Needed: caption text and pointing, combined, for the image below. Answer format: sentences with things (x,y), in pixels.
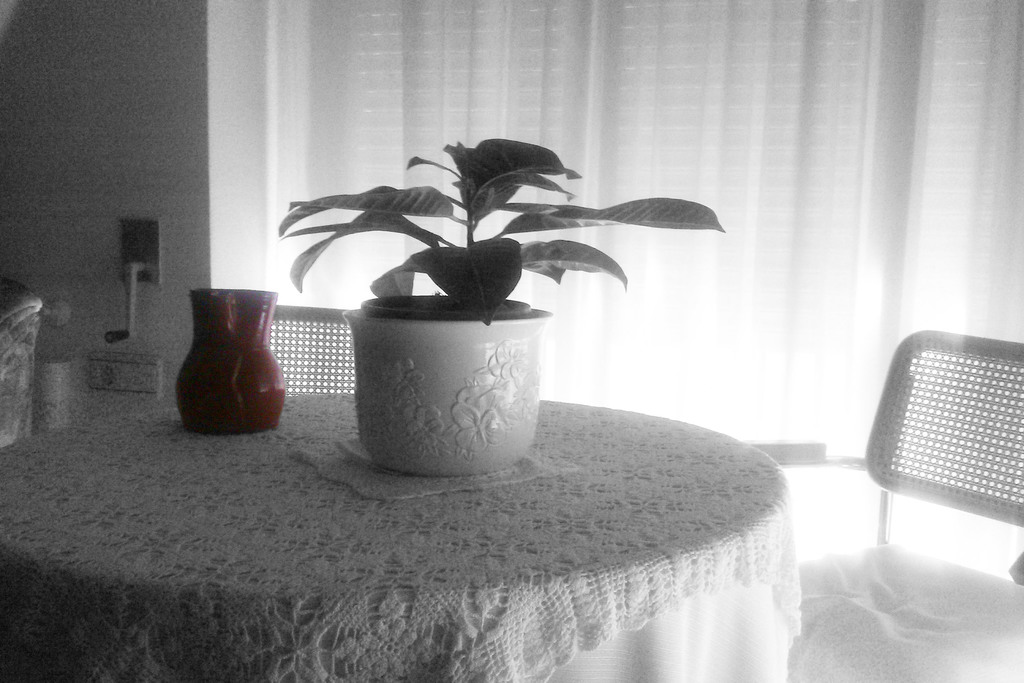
this picture shows a table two chairs (338,328) and on the table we can see a plant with a pot (383,452) and a curtain (965,10) on the back (355,94).
